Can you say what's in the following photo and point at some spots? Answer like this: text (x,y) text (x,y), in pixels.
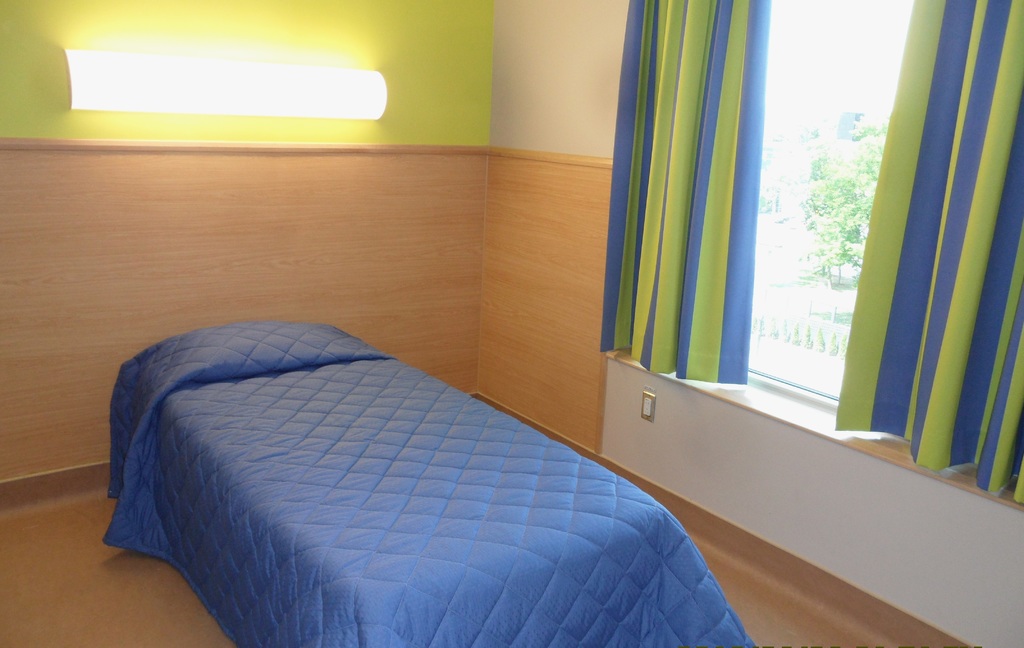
In this picture I can see there is a bed (318,380), there is a blanket (351,373), there is a light (308,102) at the left side (327,108) and there is a window (788,284) at the right side (844,257), there are trees (844,263) visible from the window (840,245).
